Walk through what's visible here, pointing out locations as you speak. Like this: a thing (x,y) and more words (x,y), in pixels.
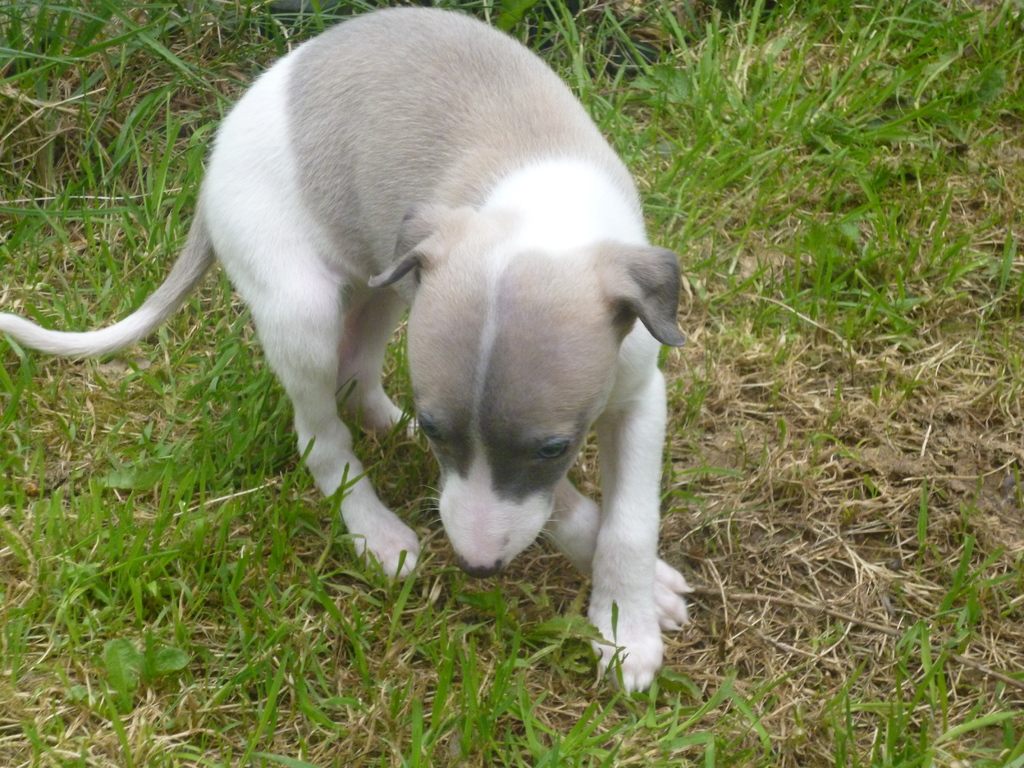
It is a dog (427,255) walking on the grass (405,586).
